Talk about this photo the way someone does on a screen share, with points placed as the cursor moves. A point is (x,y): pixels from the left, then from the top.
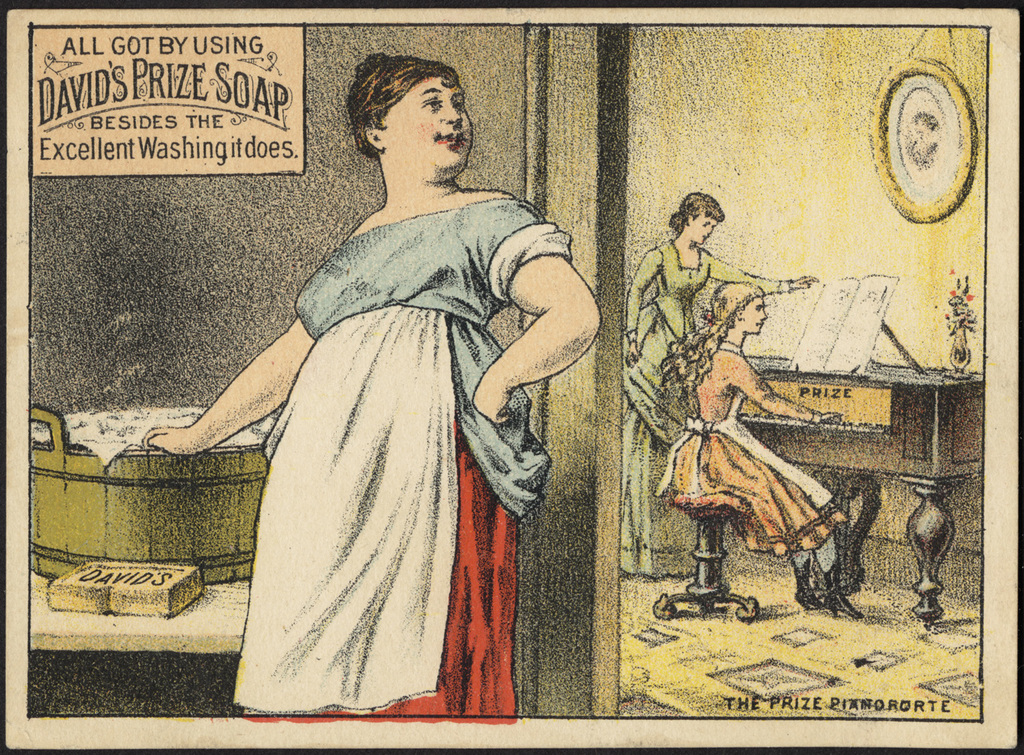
On the bottom right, there is a caption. On the left side (337,641), there is a woman (348,391) standing and keeping a hand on an object (125,449). Beside her, there is a board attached to a wall (580,533). In the background (745,469), there is a girl (700,418) sitting on a stool (724,509) and playing a musical instrument (865,429). Beside this girl (726,376), there is a woman (684,308) standing and there is a photo frame (917,223) attached to the wall (739,129).
